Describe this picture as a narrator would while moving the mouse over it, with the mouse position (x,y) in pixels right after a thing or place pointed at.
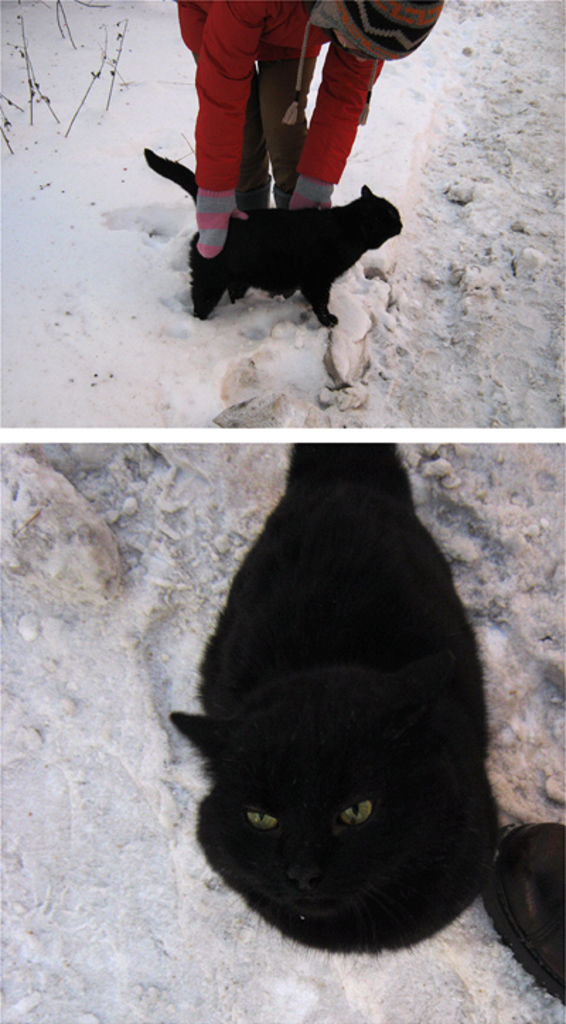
This is an image with collage. In that a person (308,185) is holding a cat (317,303) and the second image shows the cat (290,773) lying down.
